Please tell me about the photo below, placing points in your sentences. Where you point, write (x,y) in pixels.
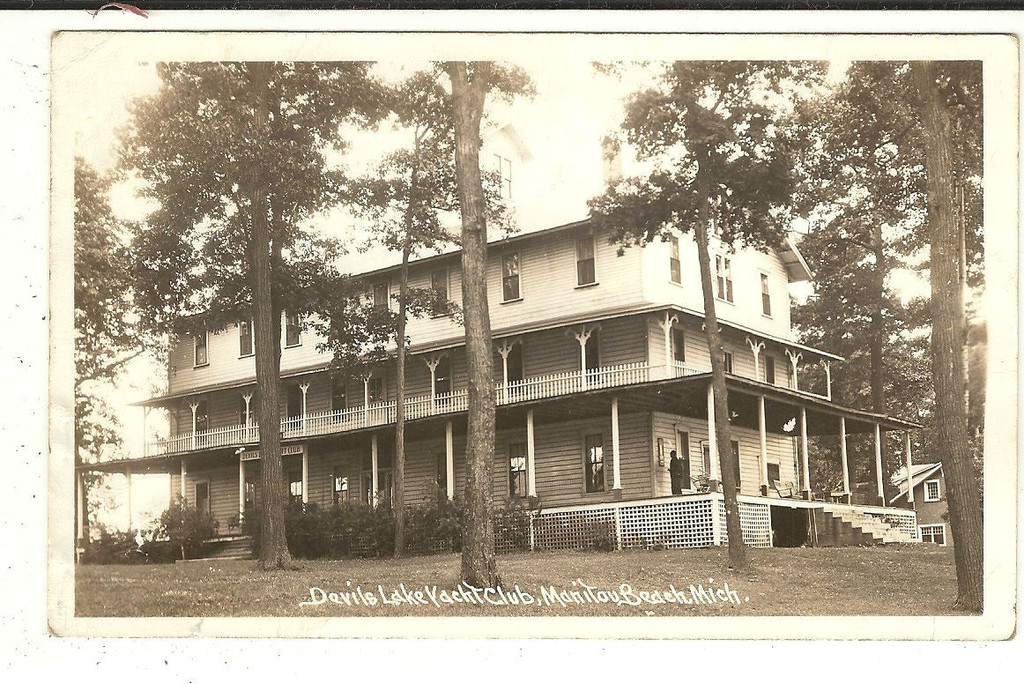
In this image we can see few trees (278,447), plants (380,530), buildings (635,519), stairs (853,529) and pillars (614,405) to the building (664,532), a person (672,460) standing near the building (557,425), a fence (411,404) and the sky (584,97) in the background (603,104).
